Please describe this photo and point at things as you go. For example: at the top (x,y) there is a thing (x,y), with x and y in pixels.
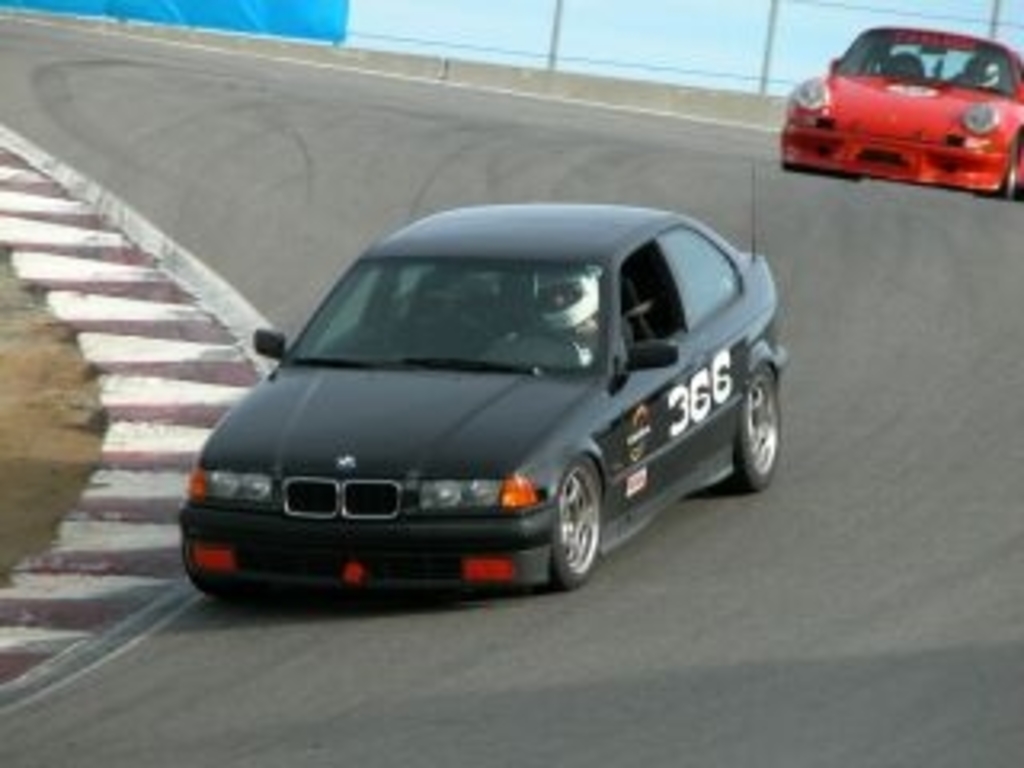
In this image we can see two cars (281,338) on the road (254,312). On the backside (649,84) we can see a fence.
